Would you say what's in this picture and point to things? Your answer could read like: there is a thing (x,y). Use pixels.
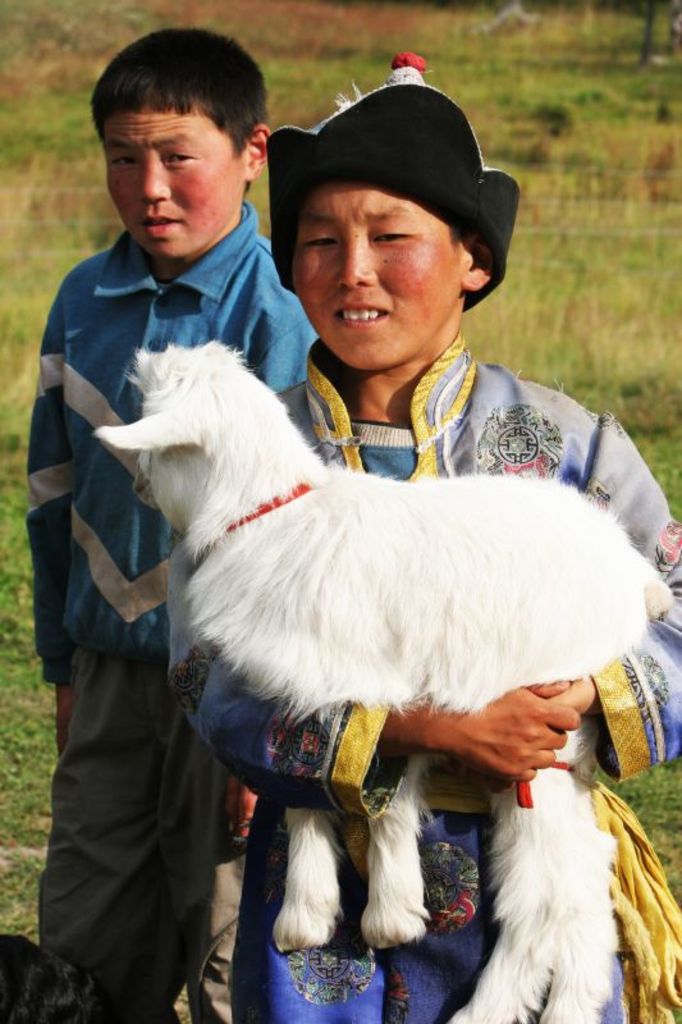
This image consists of two persons (43,875). One is holding a goat (408,767), which is in white color. There is grass (572,375) in this image.
